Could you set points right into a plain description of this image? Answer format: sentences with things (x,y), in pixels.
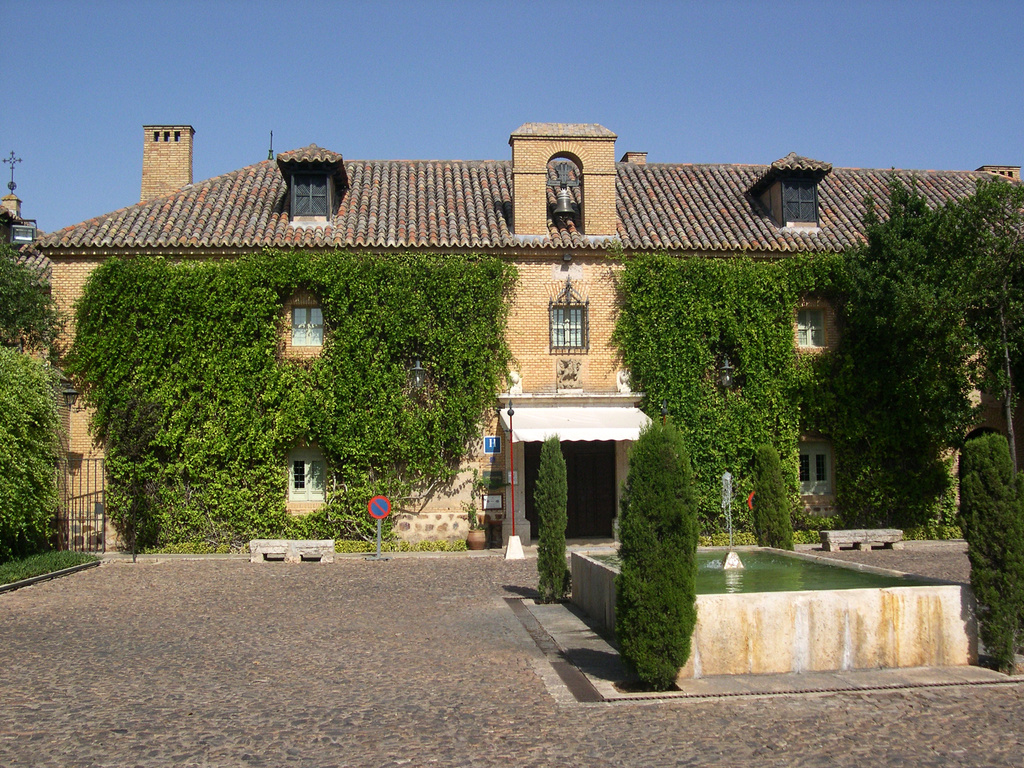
In this image we can see a building (527,327), creepers (275,324), grills (83,503), poles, fountain (724,638) and benches (324,557).
